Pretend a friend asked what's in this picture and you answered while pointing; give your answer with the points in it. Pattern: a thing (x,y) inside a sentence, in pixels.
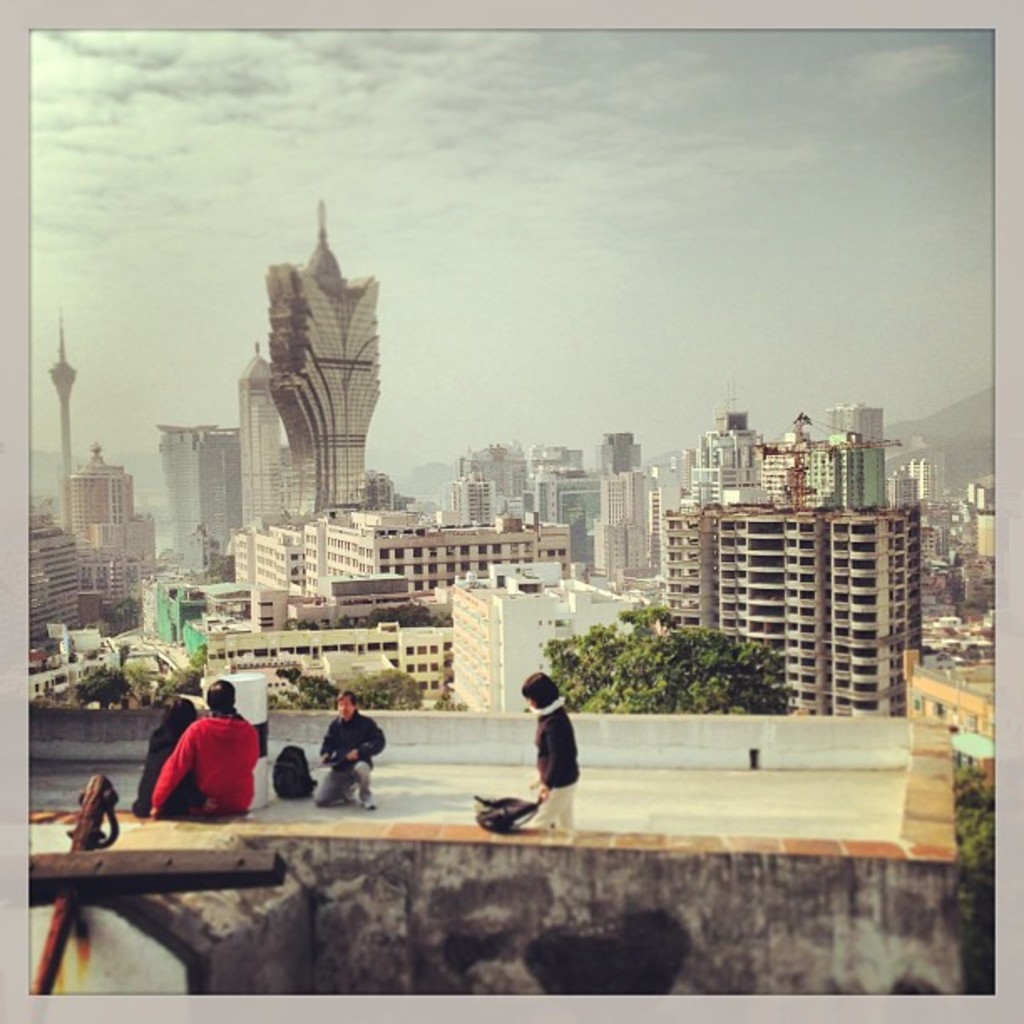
In this image I can see few people (159,763) present on the terrace (801,840) of a building (680,828). There are trees (374,678) and many buildings (440,678) at the back (168,678). There is sky (562,361) at the top (109,314).
